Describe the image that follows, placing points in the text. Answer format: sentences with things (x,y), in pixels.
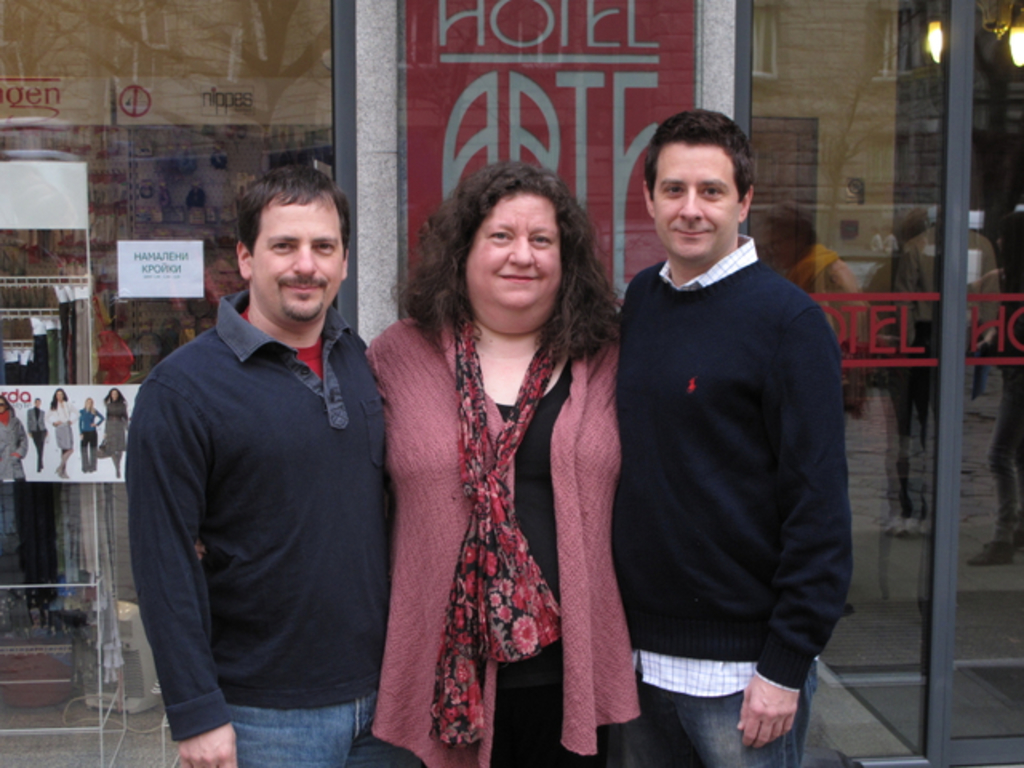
In this picture there are three persons (377,395) standing and smiling. At the back (743,100) there is a building (85,30) and there is a glass wall (99,27) and there are reflections (984,283) of group of people (976,248) on the mirror (994,203) and there is a reflection (994,168) of building (820,111), tree (177,42) and there are lights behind the mirror (786,97) and there are papers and posters (1,409) on the mirror (305,154). At the bottom (78,738) there is a floor (133,753).
